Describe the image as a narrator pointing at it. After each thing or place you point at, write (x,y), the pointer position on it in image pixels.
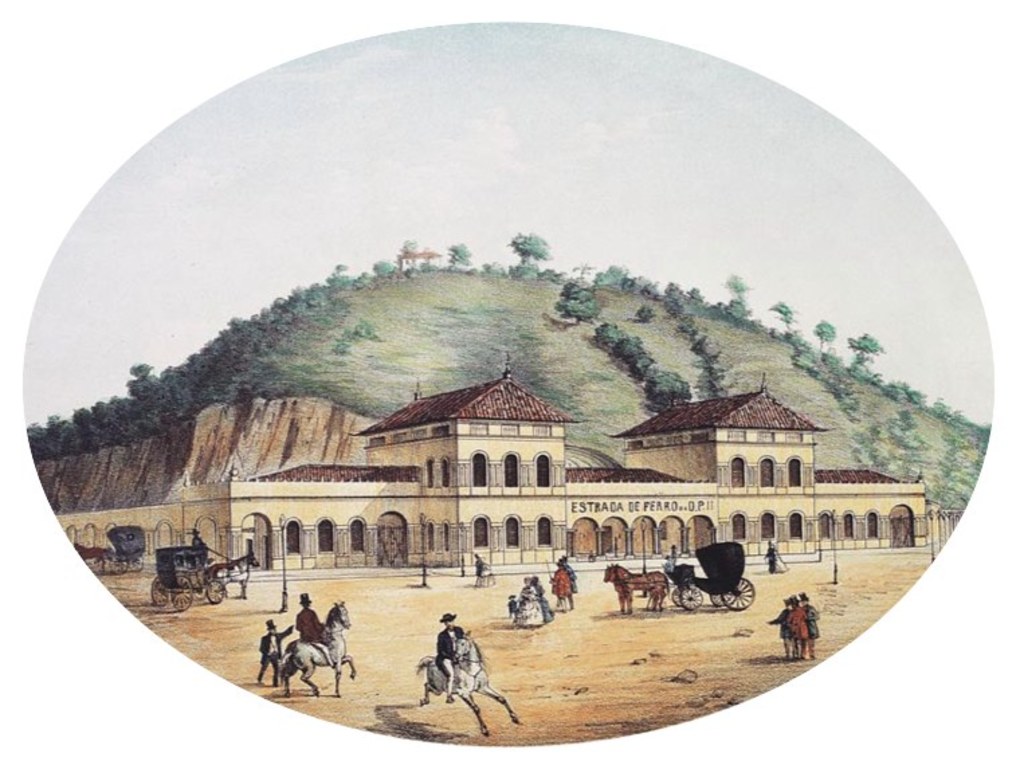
This is the picture of a drawing where we can see a building (387,457) and in front of the building (674,545) there are some people (785,649) and horses (441,683). We can see some horse carts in the ground (600,622) and in the background (726,334), we can see the mountain (883,423) and some trees (137,403).
